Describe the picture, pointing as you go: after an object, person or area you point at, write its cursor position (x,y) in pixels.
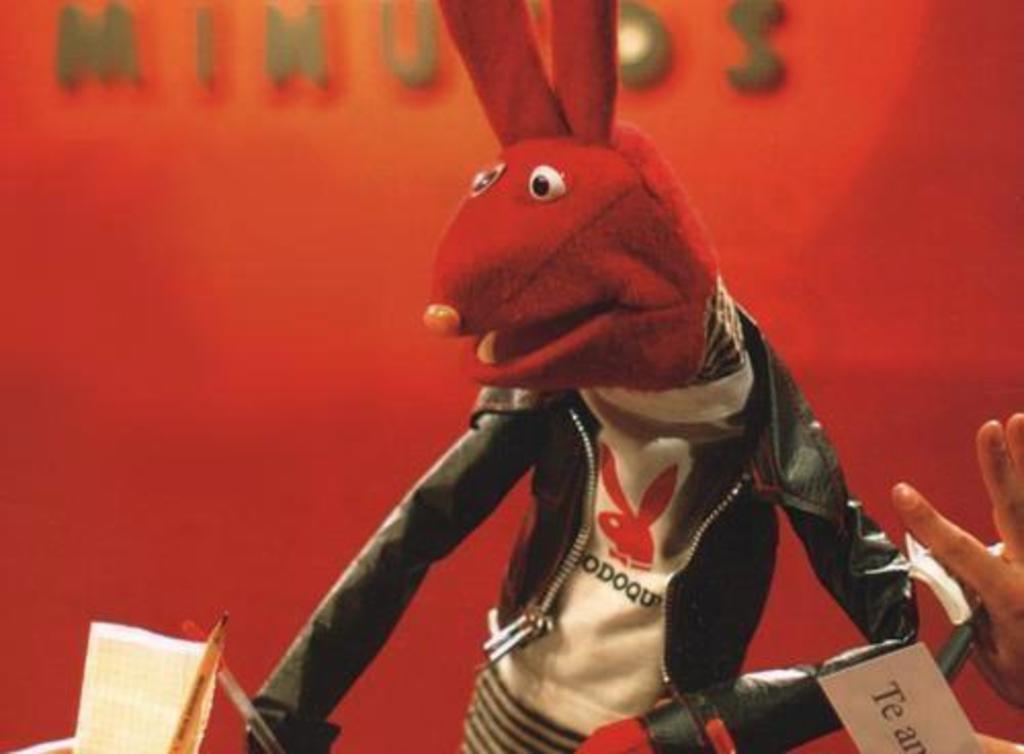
In the center of the image (561,328) we can see a cartoon (632,622). At the bottom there is a mic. In the background (765,301) is a wall (234,249) and we can see a board (112,63).
